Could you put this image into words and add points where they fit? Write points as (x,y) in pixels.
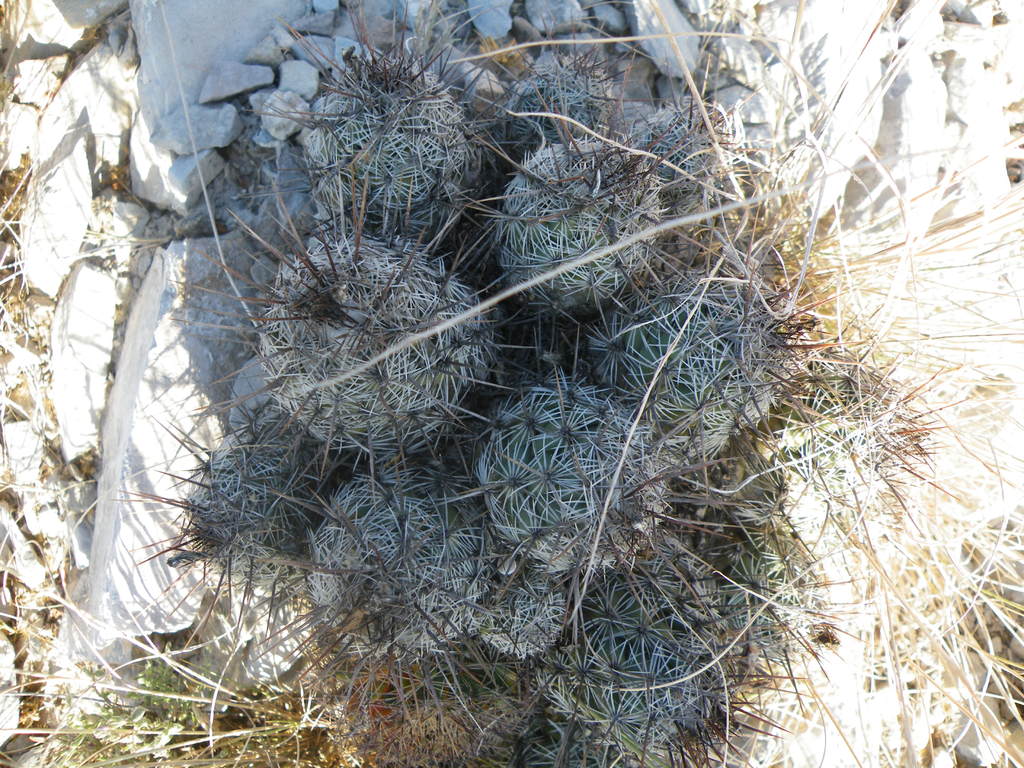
In this picture there are plants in the center of the image (646,414) and there are pebbles (636,48) at the top side of the image (212,83).
